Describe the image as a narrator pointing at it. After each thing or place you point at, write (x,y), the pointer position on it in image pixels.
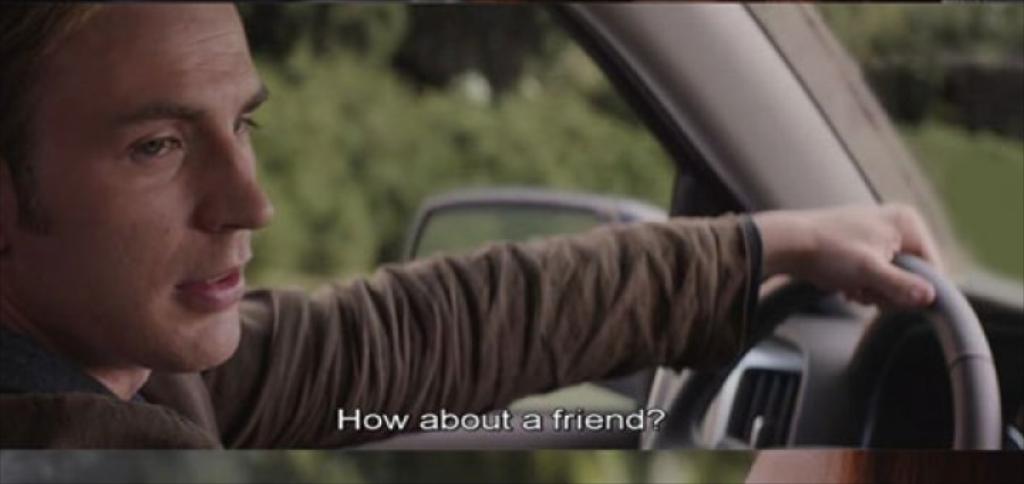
In the image we can see person (488,321) sitting in the car (642,31).
